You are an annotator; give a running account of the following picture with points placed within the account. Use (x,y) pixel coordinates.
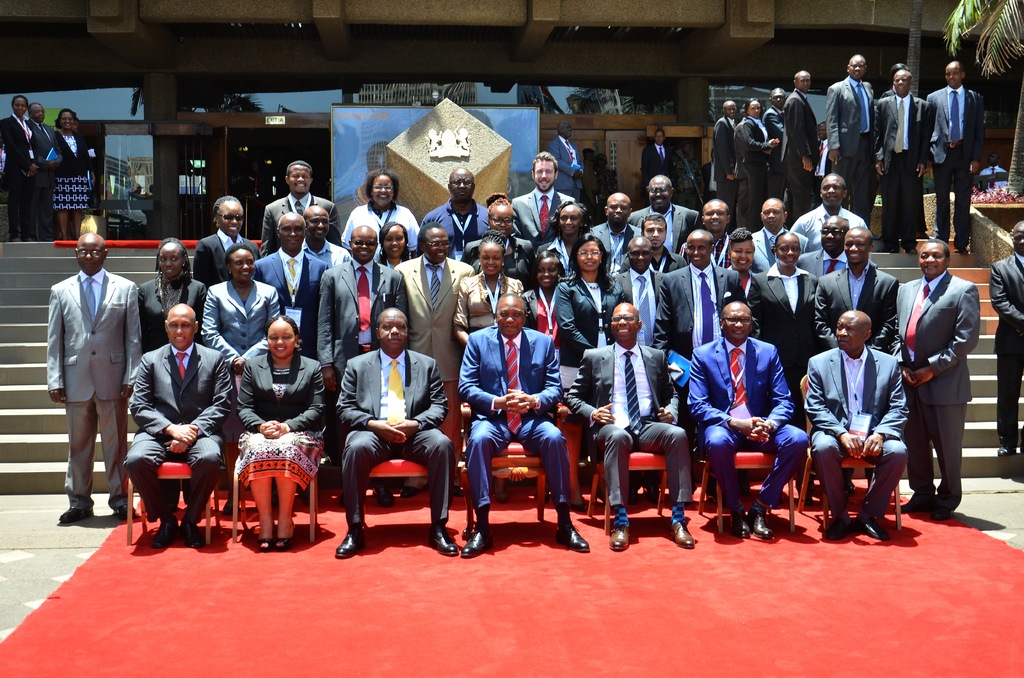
In the image we can see there are people (867,383) who are sitting in front (153,452) on the chairs (192,468). At the back (385,295) the people (363,295) are standing.
